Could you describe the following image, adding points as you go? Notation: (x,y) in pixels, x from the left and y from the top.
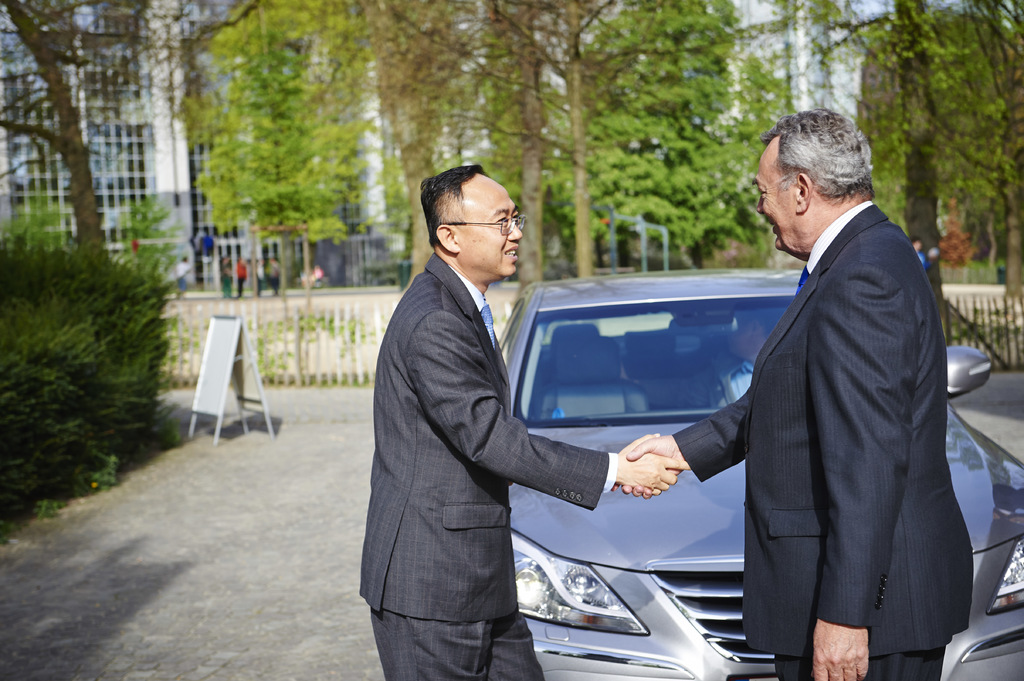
In this picture we can see two men (492,469) shaking their hands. There is a car (606,334) and a board (206,354) on the path (299,617). We can see a plant (15,257) on left side (178,432). There is some fencing (966,302) from left to right. Few people (319,275) are visible at the back (222,272). Some trees (147,261) and buildings (9,193) are visible in the background (132,234).
